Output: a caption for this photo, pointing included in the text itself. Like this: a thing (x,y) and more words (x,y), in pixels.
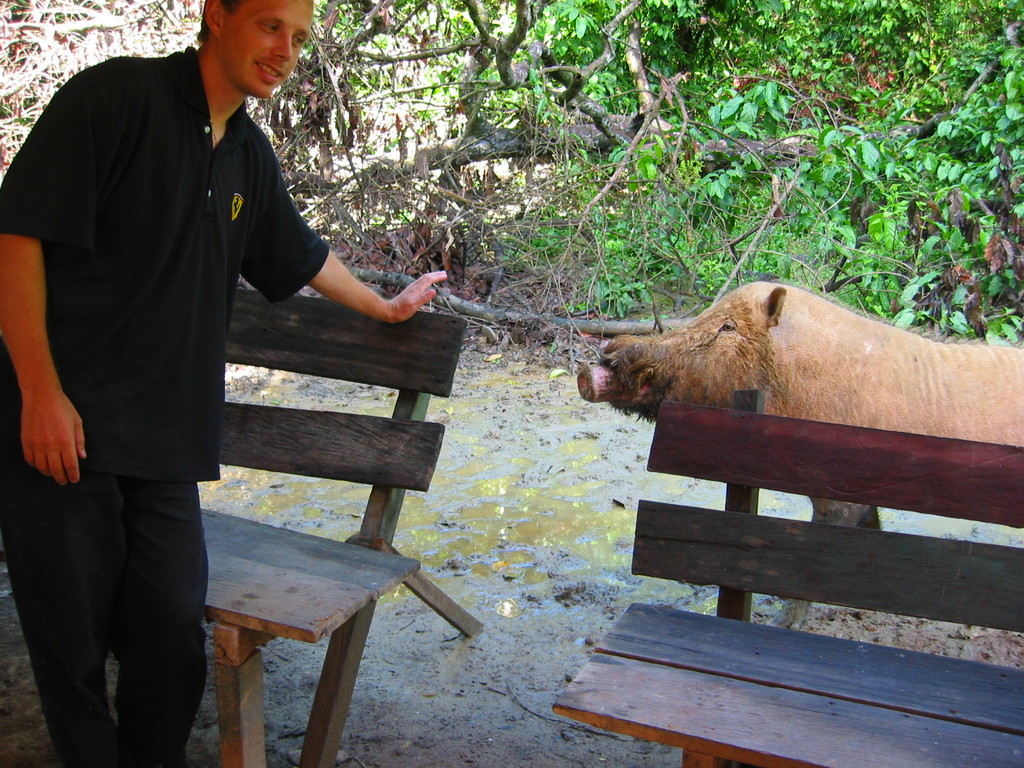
In this image there is a man (277,300) standing on the left side (176,443) taking rest to the wooden bench (347,541) and to the right side (906,361) animal (842,373) standing. In the background (582,163) there are some trees (703,133) fallen and at the left side (328,108) there are some dry trees (333,115) and the soil (525,503) is muddy.
